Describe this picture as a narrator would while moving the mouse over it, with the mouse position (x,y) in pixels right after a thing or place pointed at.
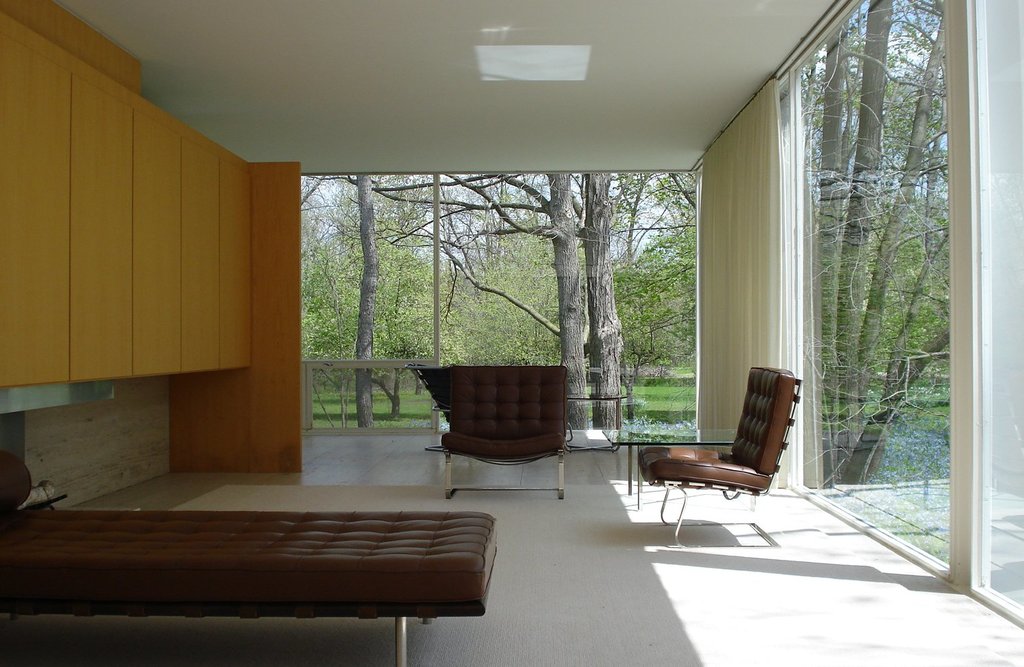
In this image I can see a bed (449,516) and two chairs (504,414). In the background (638,268) I can see number of trees (655,254).
